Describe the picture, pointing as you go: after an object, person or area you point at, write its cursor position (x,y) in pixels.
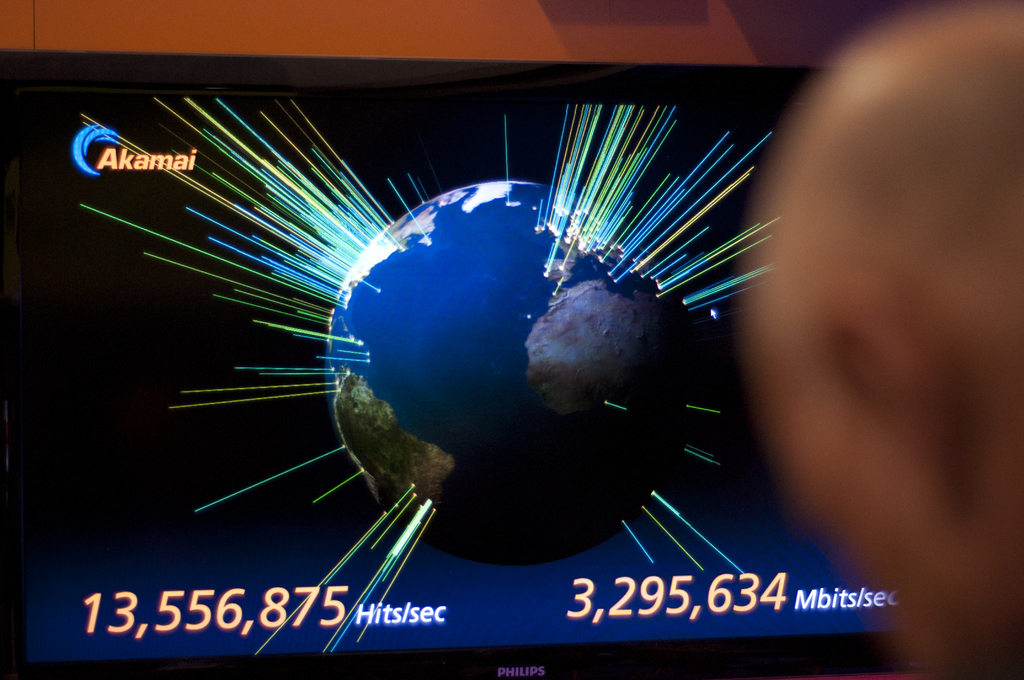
In this image I can see a television (364,279) and in screen (480,441) I can see earth (508,331) and few numbers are written. I can also few colourful rays (581,242).
